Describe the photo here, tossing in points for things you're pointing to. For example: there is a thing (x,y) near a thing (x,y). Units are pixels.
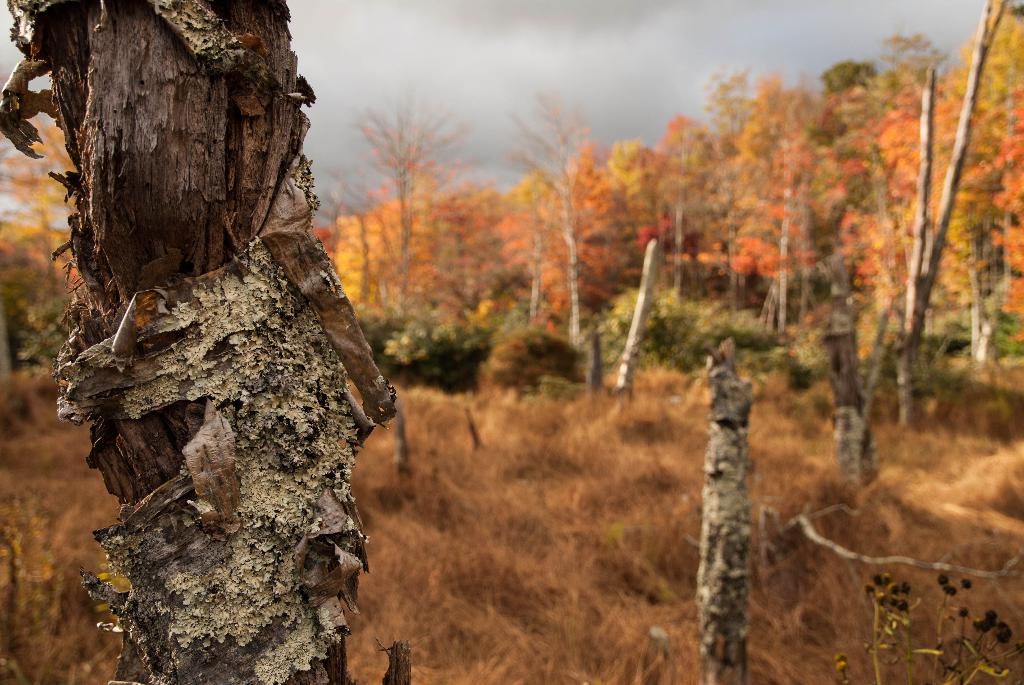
In the picture we can see a tree branch (305,526) near it, we can see dried grass plants (536,582) and in the background (396,123), we can see trees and behind it we can see the sky (641,12) with clouds (648,49).
